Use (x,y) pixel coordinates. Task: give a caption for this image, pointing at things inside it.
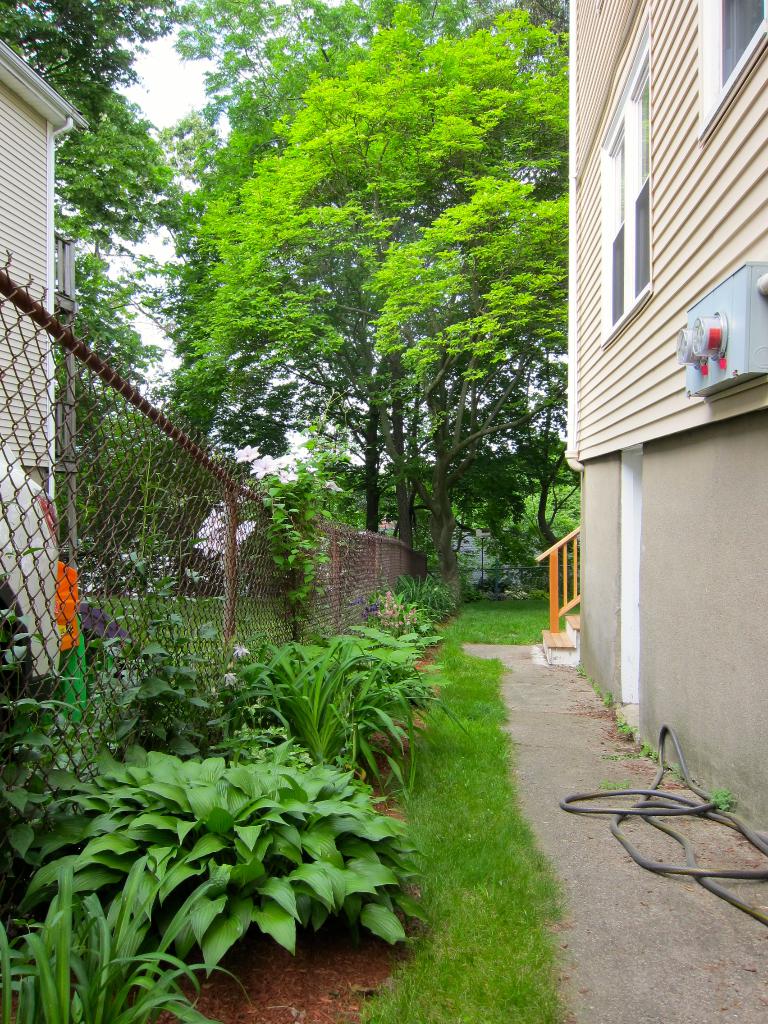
In this image, we can see some plants (490,584) and trees (397,507), there is a fence (353,565), we can see a building (640,307) and we can see the sky (182,94).
